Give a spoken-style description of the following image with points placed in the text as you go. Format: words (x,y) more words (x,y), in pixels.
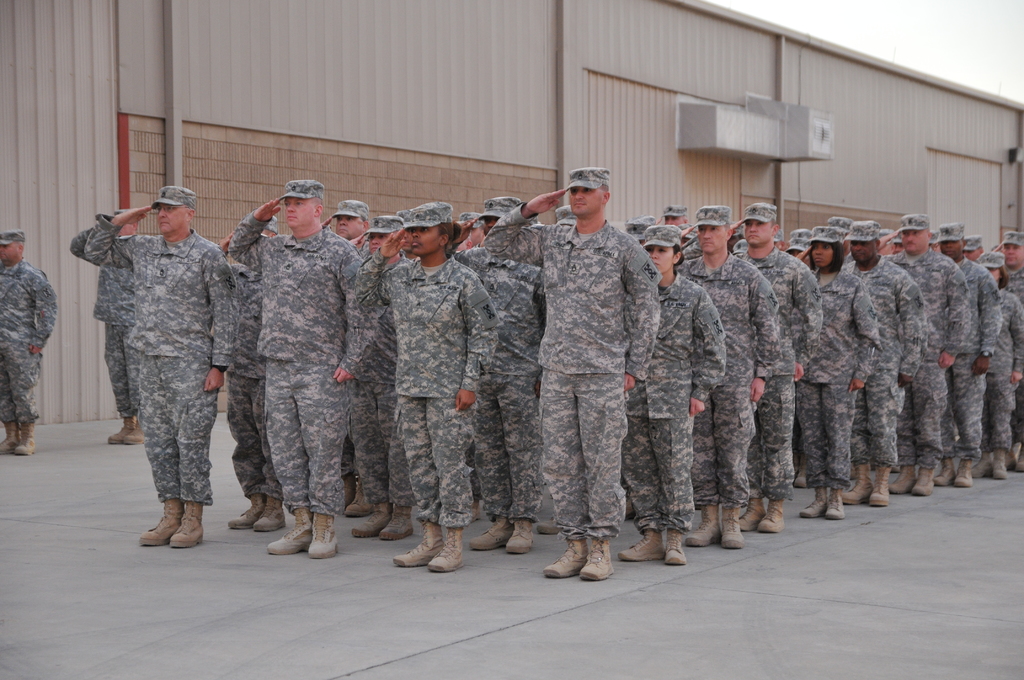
In this image we can see a group of people (876,395) wearing military uniforms (394,370) and caps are standing on the floor (909,494). In the background (939,121), we can see a building (510,126) with doors (928,183) and the sky (980,41).
